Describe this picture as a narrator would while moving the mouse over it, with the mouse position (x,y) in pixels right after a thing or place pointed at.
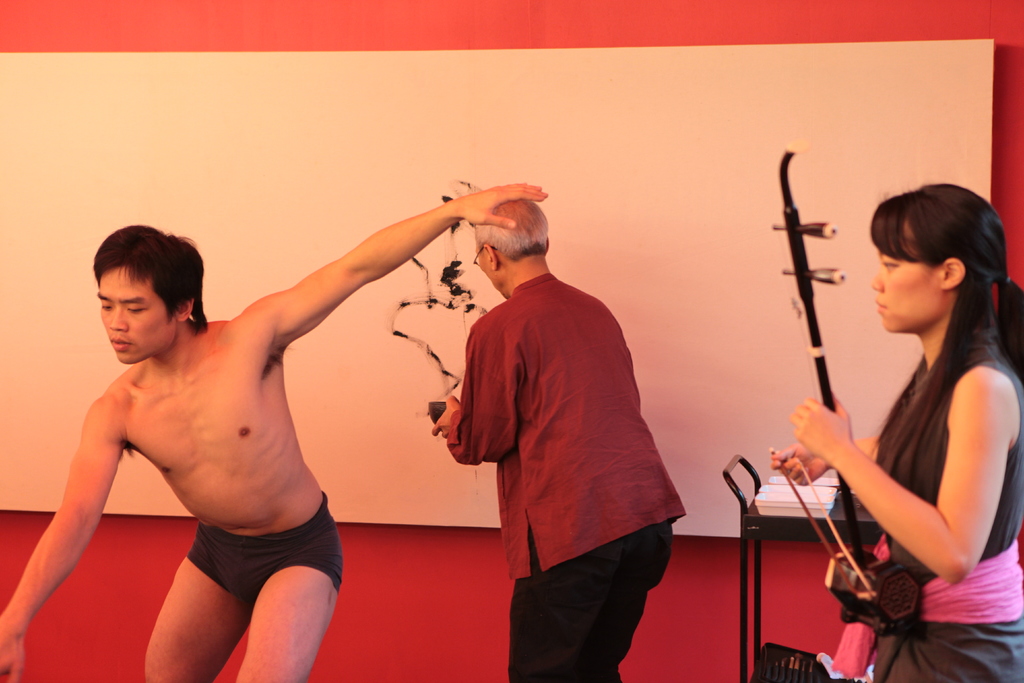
The picture consists of a woman (863,443) and a man (203,388) and an old man (553,498). On the right (769,540) there is a desk (792,538), on the desk (806,531) there are plates (804,498). In the background (544,94) it is wall (801,562).
